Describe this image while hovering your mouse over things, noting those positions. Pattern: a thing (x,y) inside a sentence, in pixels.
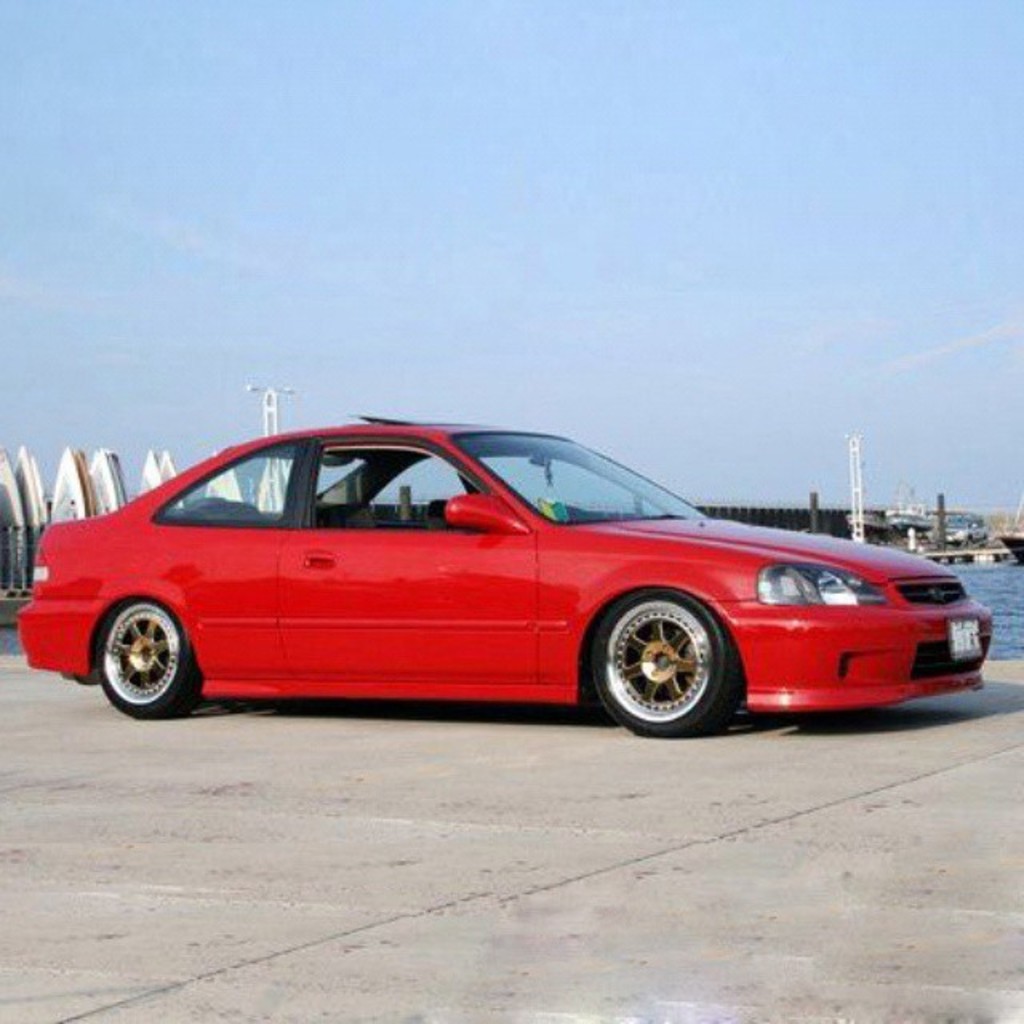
In this image, we can see a red car (457,593) is parked on the path (599,780). Background (1019,523) we can see poles (940,528), objects (23,537), vehicles (928,523), water (981,580) and sky (541,292).
